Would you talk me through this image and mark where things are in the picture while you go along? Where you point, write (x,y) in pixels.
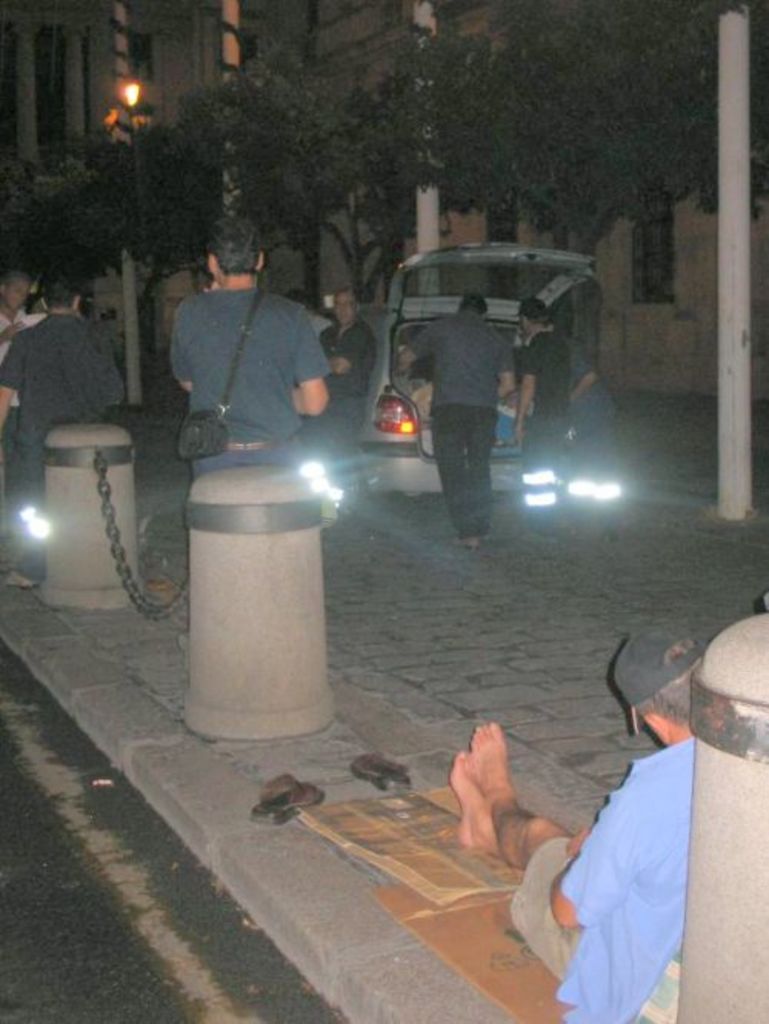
In this image we can see people (52,360) standing. To the right side of the image (650,820) there is a person (643,798) sitting on the pavement (380,711). There are safety poles (230,618) with chain (171,604). To the left side of the image (63,815) there is road (59,1009). In the background of the image (748,197) there are buildings (182,62), pillars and light pole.
